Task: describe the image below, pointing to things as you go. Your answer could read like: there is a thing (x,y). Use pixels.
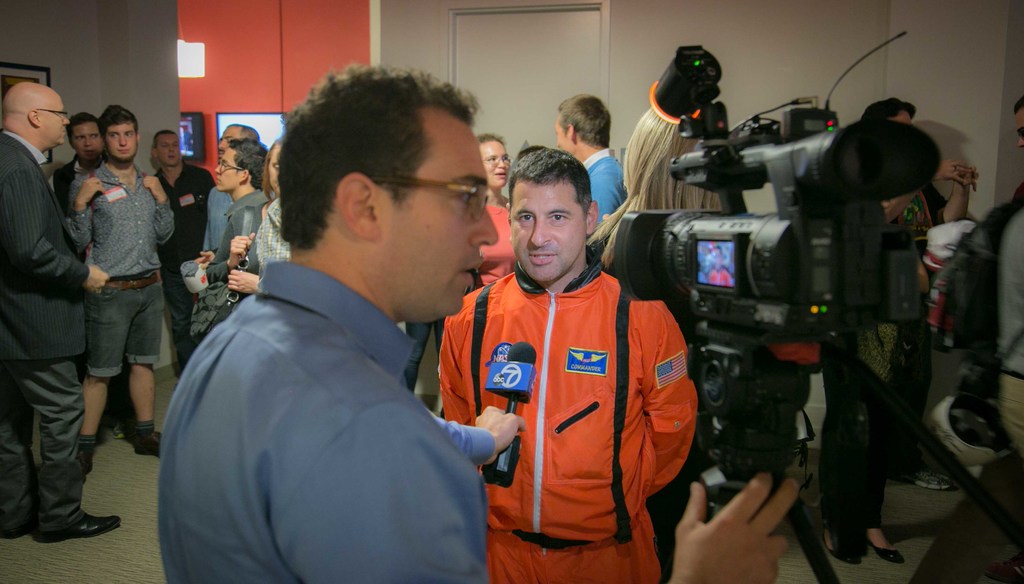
In this image there is a person (404,416) holding a mike (495,384) in his hand (486,410), before him there is a person (588,439) wearing a orange jacket (604,445). Another person (722,519) is holding a camera (758,392). Left side (22,378) there is a person (40,326) wearing a suit (15,171) is standing on the floor (133,522), beside him there are few persons (187,225) standing. A picture frame (40,72) is attached to the wall (130,78). Two screens (232,117) are attached to the wall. A lamp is attached to the wall (222,17).
